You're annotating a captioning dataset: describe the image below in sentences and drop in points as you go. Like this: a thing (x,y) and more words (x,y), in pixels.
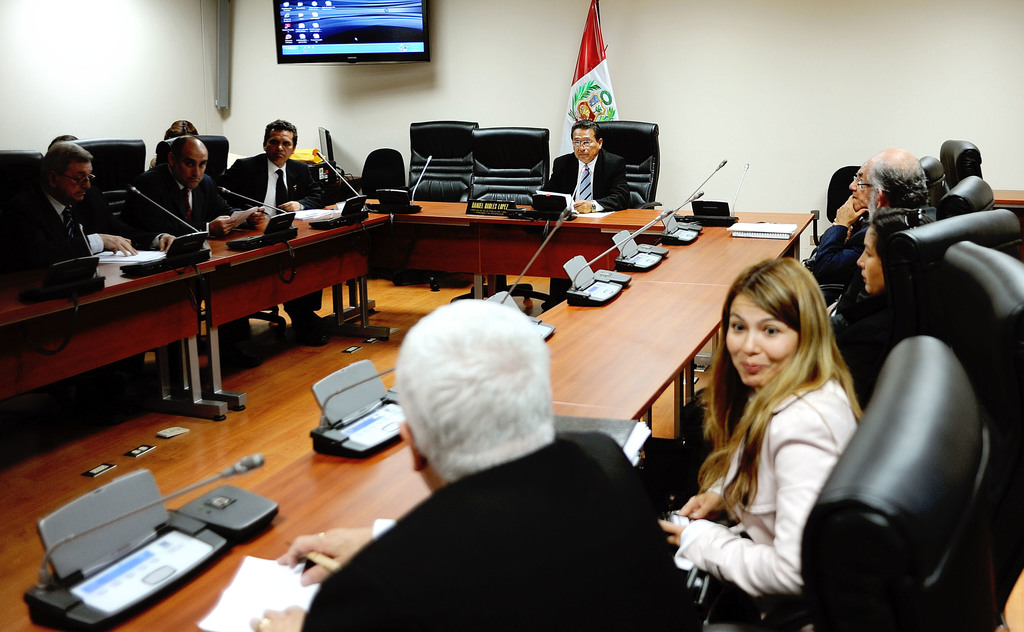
There are many people (170,198) sitting in a room (646,168) around the table (43,308) which is in U shape. There is a person (601,175) in the center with a coat (600,174), shirt (594,179) and a tie (588,168). Behind this person (616,159) there is a flag (589,87) which is in red and white colour. There is a wall (505,70), to this wall (473,38) a television (386,31) is attached to it. In Front of every man (289,163) and woman (873,222) who is sitting around this U shaped table (409,217), there is a microphone (255,466) for them to speak. They are sitting in a black chairs (862,489).
